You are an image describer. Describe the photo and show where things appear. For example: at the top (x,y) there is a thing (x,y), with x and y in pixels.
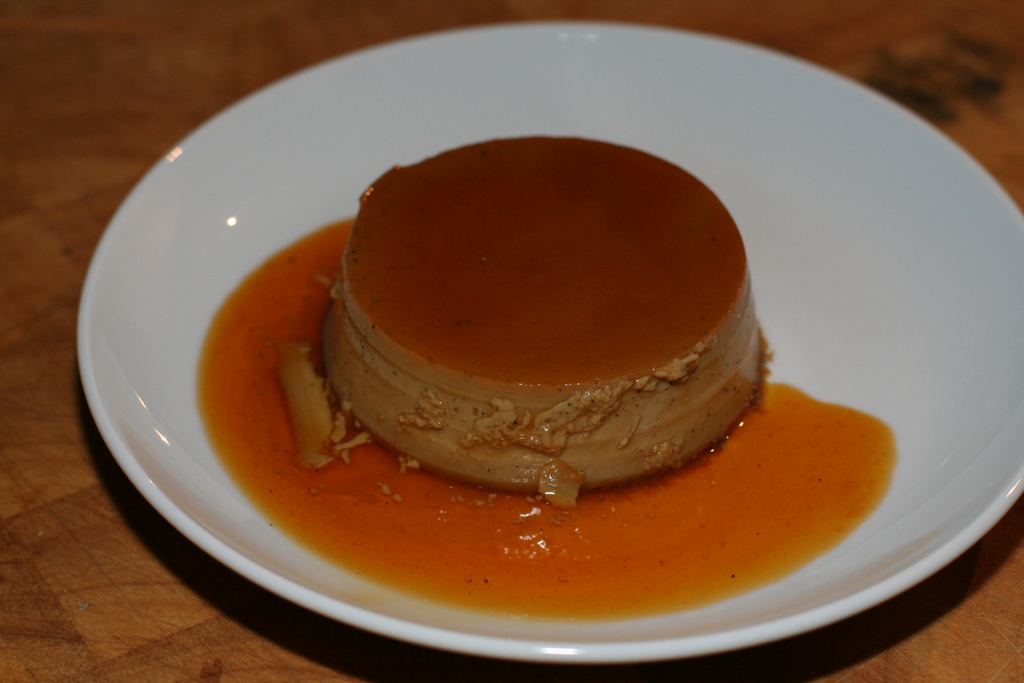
In this image we can see a food item (423,393) on the plate (836,204), which is on the table (57,362).
